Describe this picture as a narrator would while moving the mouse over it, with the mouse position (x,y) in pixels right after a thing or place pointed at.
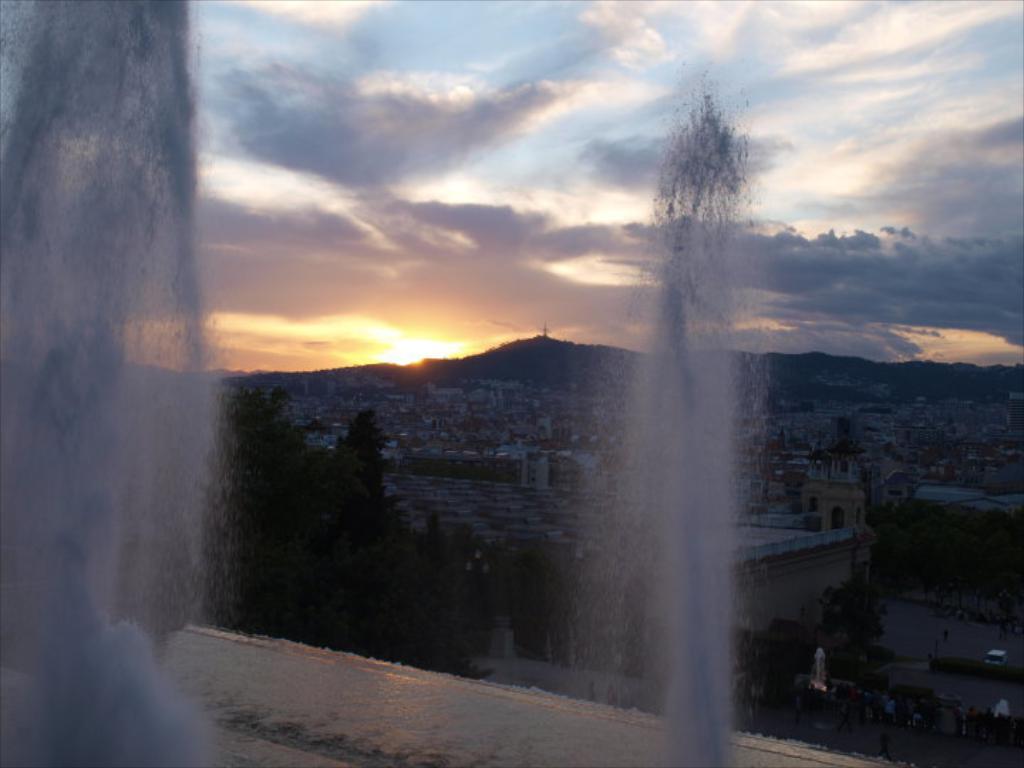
In this picture, it seems like fountains (701,371) in the foreground area (661,383) and there are houses (478,486), trees (381,466), people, sky (508,342) and a sun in the background area (900,697).
